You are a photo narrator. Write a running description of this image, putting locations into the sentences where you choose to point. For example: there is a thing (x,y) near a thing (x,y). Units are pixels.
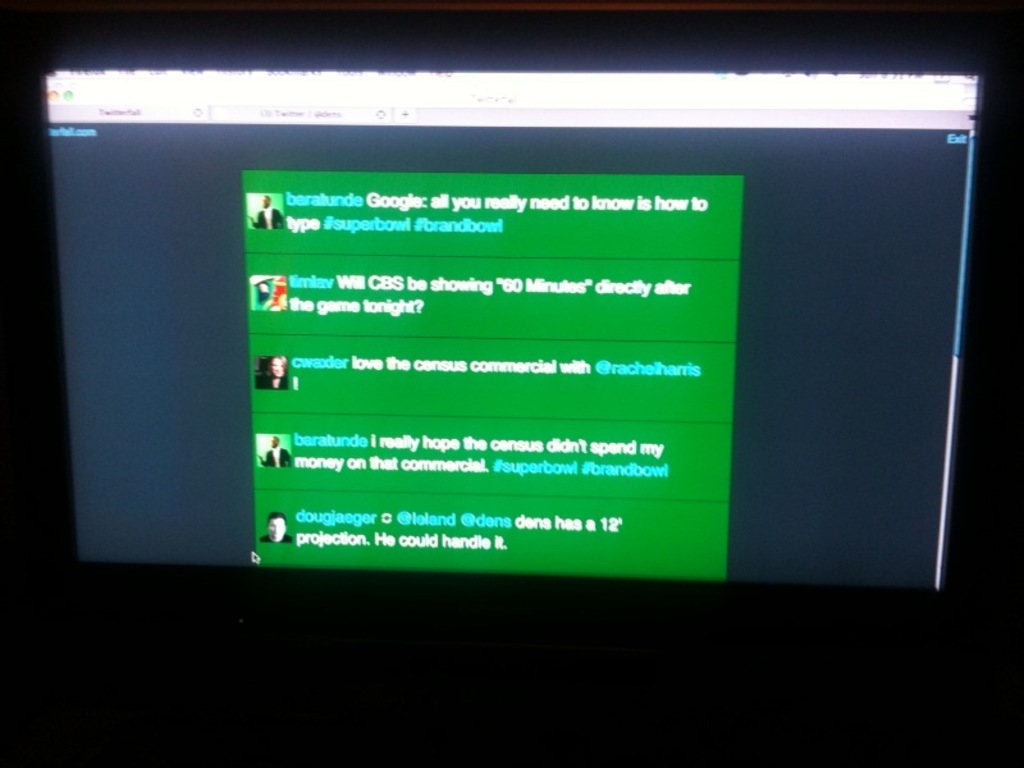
In this image we can see the screen (366,261) which includes the text (630,373) and images (268,283).
